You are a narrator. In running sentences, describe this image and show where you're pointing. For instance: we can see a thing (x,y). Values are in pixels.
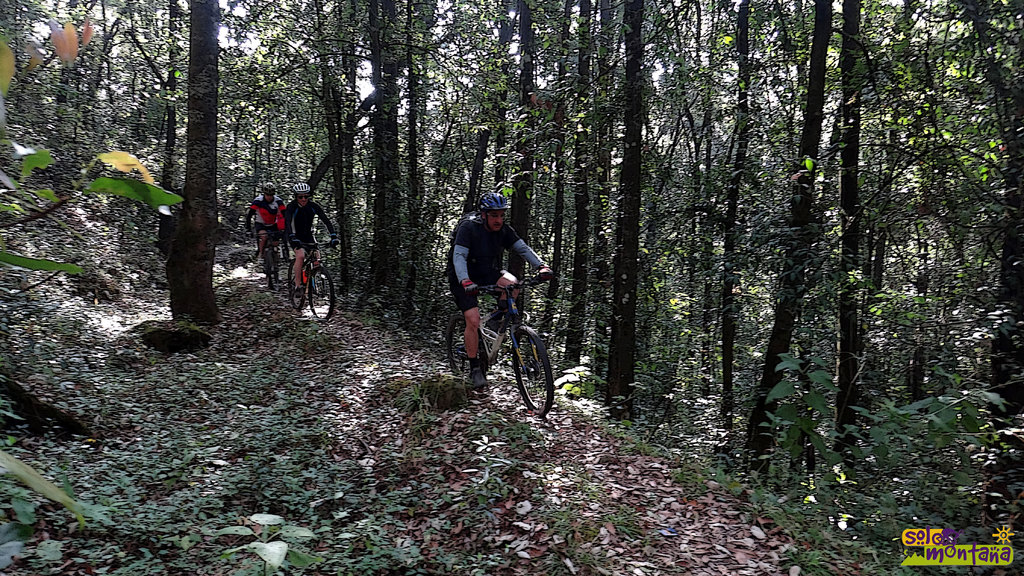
In the image there are three persons (274,231) riding bicycles (275,248). They kept helmets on their heads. At the bottom of the image (330,408) on the ground (557,497) there are leaves (227,456) and also there are plants (214,438). And in the image there are trees (848,294). And also there is text (927,536).
